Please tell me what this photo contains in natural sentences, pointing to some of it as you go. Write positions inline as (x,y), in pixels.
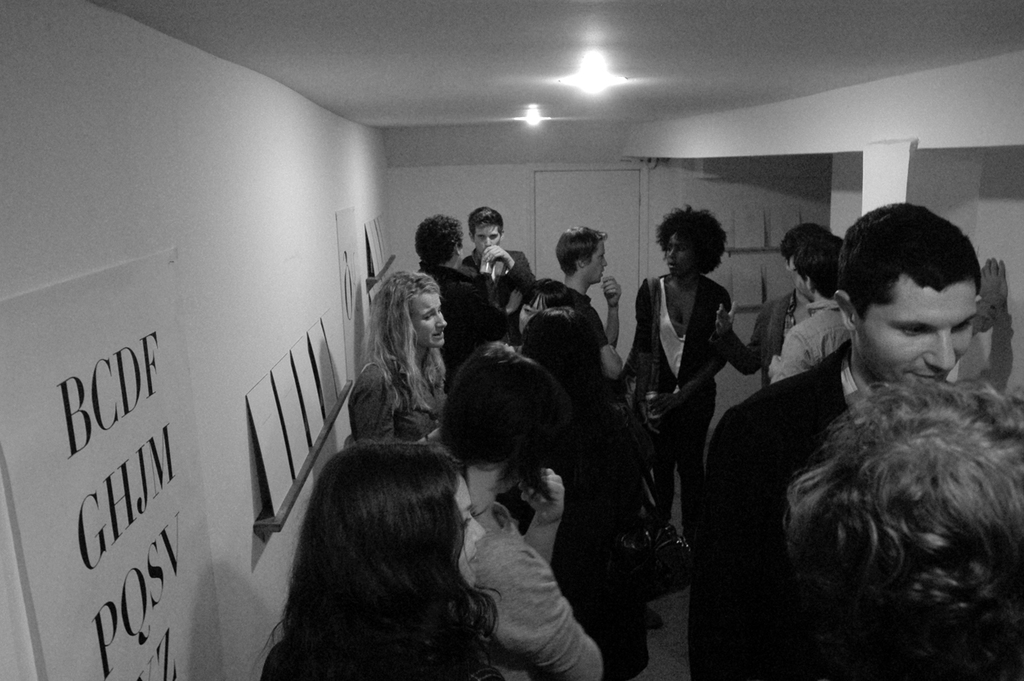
In this picture we can see a group of people (345,496) standing on the floor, door (621,239), banner (101,316), wall (388,201), lights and in the background (756,298) we can see boards (319,350).
